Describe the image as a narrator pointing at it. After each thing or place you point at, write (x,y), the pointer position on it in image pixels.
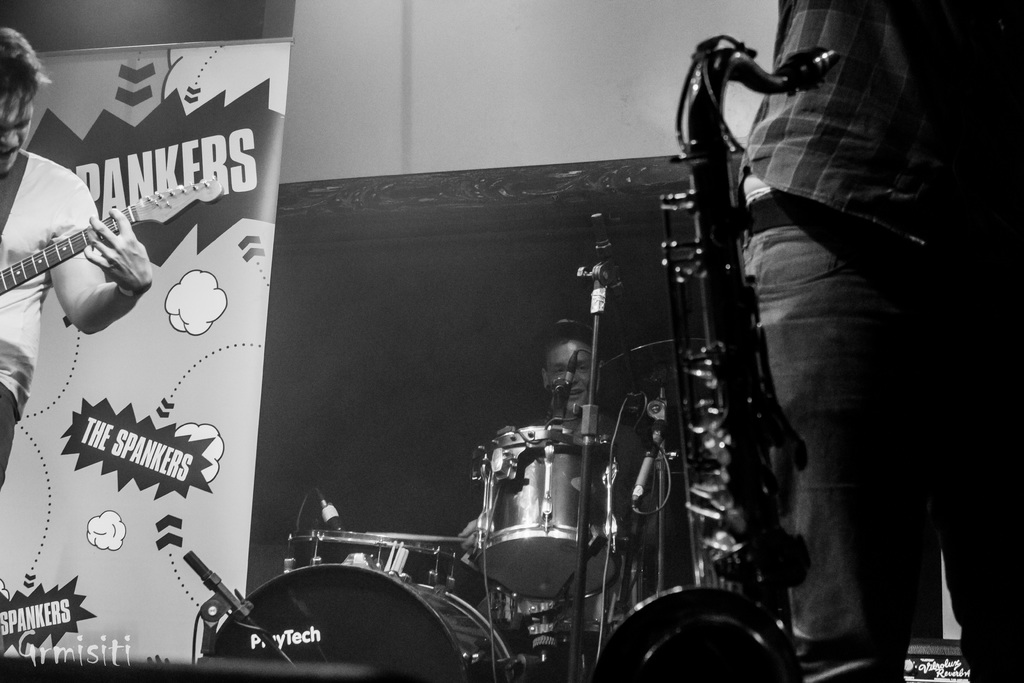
In this picture there are people (839,331), among them there is a man (120,301) playing a guitar (75,243) and we can see musical instruments (408,585) and banner (188,397). In the background of the image (410,143) it is dark.
